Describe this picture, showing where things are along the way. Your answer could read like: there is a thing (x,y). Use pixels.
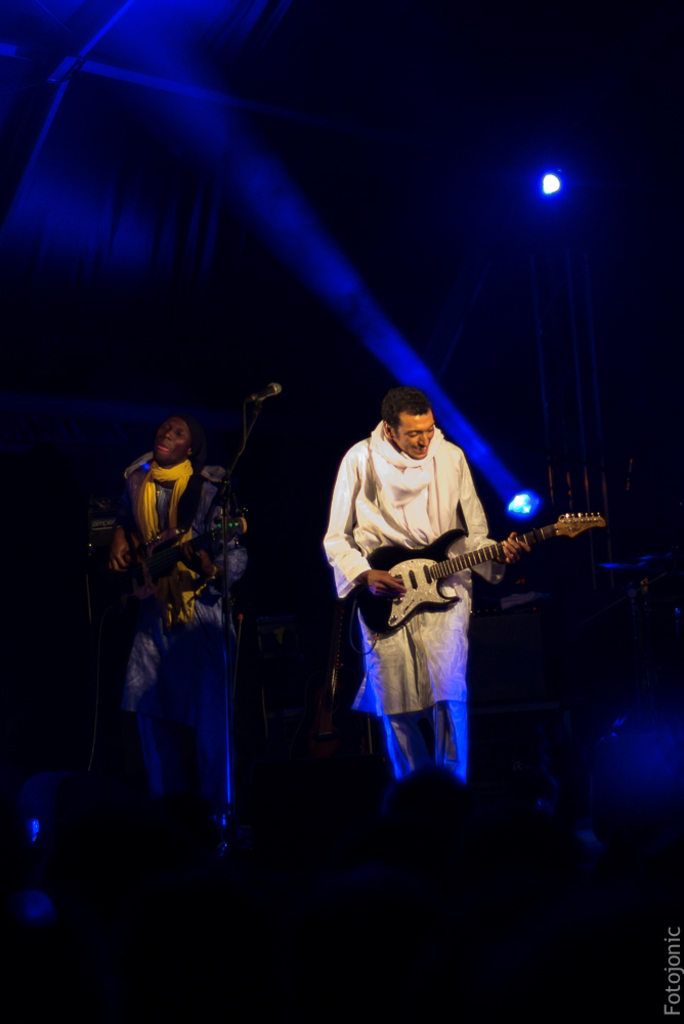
In this picture there are two musicians (352,480). They are playing guitars (401,576). There is microphone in between them. There are spot lights (511,489) behind them. The background (540,228) is dark.
